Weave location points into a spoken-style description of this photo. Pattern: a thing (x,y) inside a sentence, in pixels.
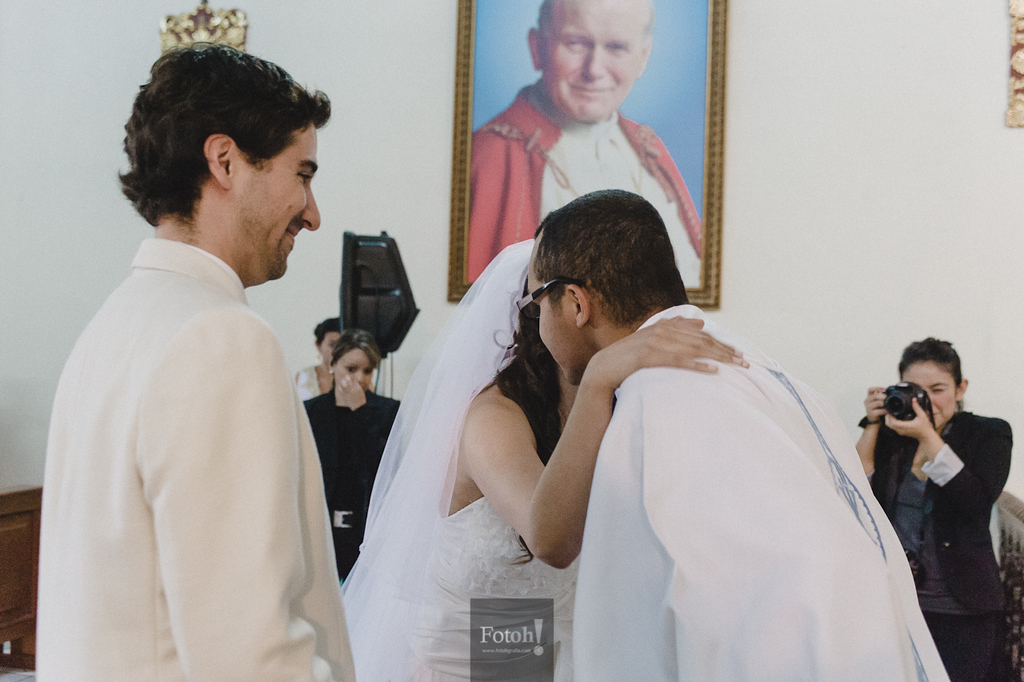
In this image, we can see some people (627,560) standing, on the right side (935,517), we can see a woman (933,524) standing and holding a camera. We can see the wall (395,66) and there is a photo (534,99) on the wall (395,66).
